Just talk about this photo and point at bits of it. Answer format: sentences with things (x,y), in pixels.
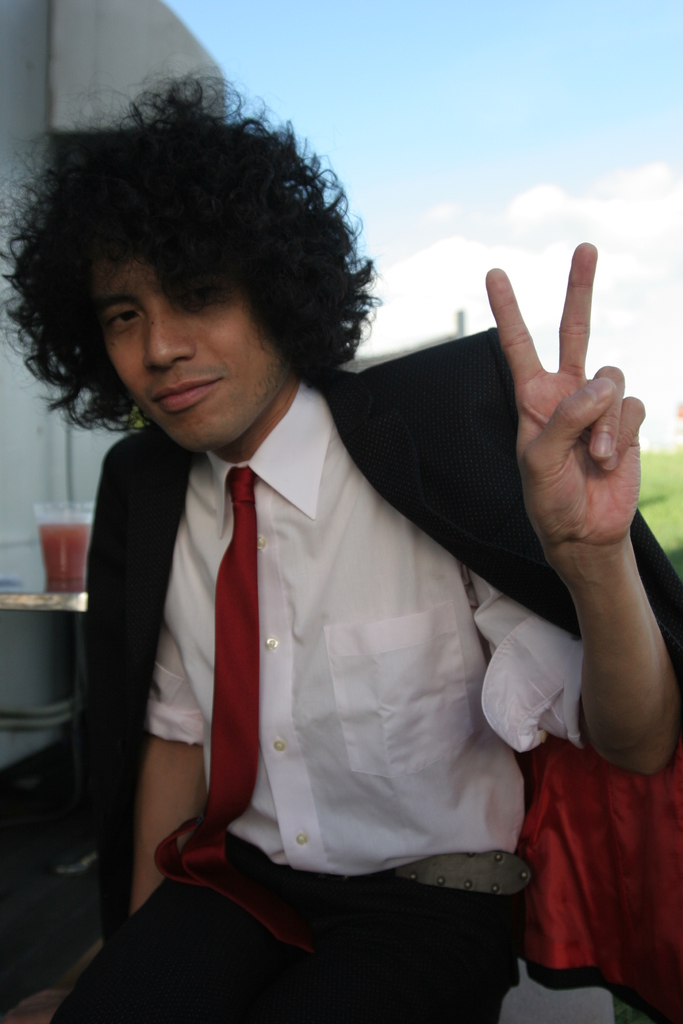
In this image we can see a person (403,610) wearing white shirt (415,549), black coat (467,423) and a red color tie (230,701), behind the person (126,679) there is a glass (62,570) with some drink (66,541) and in the background (444,74) there is a sky (444,124).
